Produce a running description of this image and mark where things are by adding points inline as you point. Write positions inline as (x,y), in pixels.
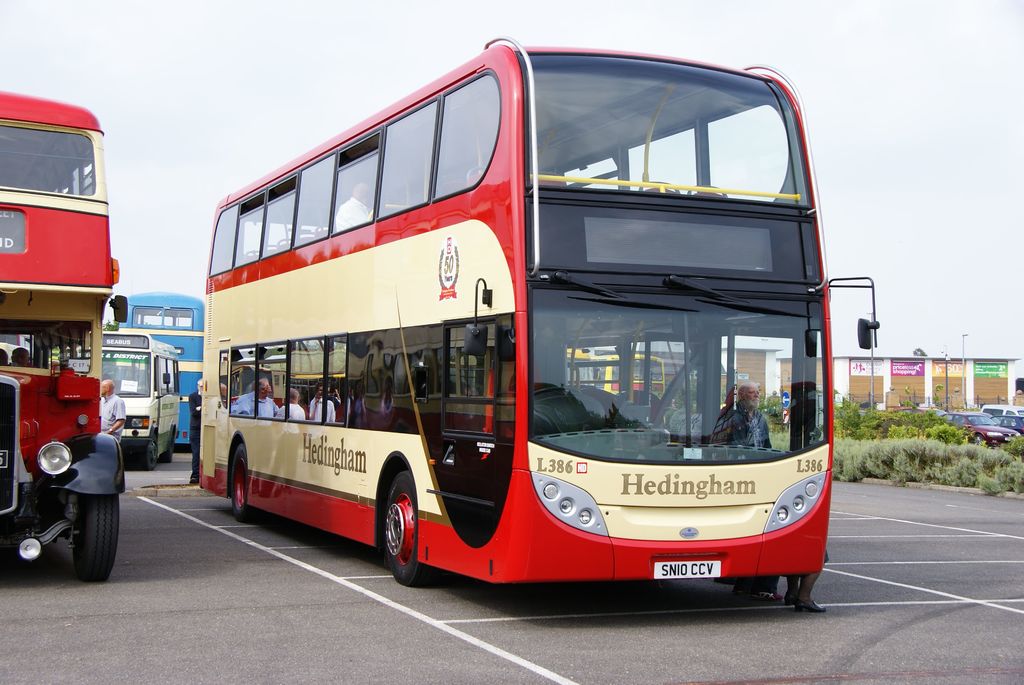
In this image I can see vehicles (429,245) on the road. There are red, green and blue color vehicles (308,360). We can see few people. Back Side I can see building (1011,372) and poles (946,358). There are small plants (921,426). The sky (935,178) is in white color.
